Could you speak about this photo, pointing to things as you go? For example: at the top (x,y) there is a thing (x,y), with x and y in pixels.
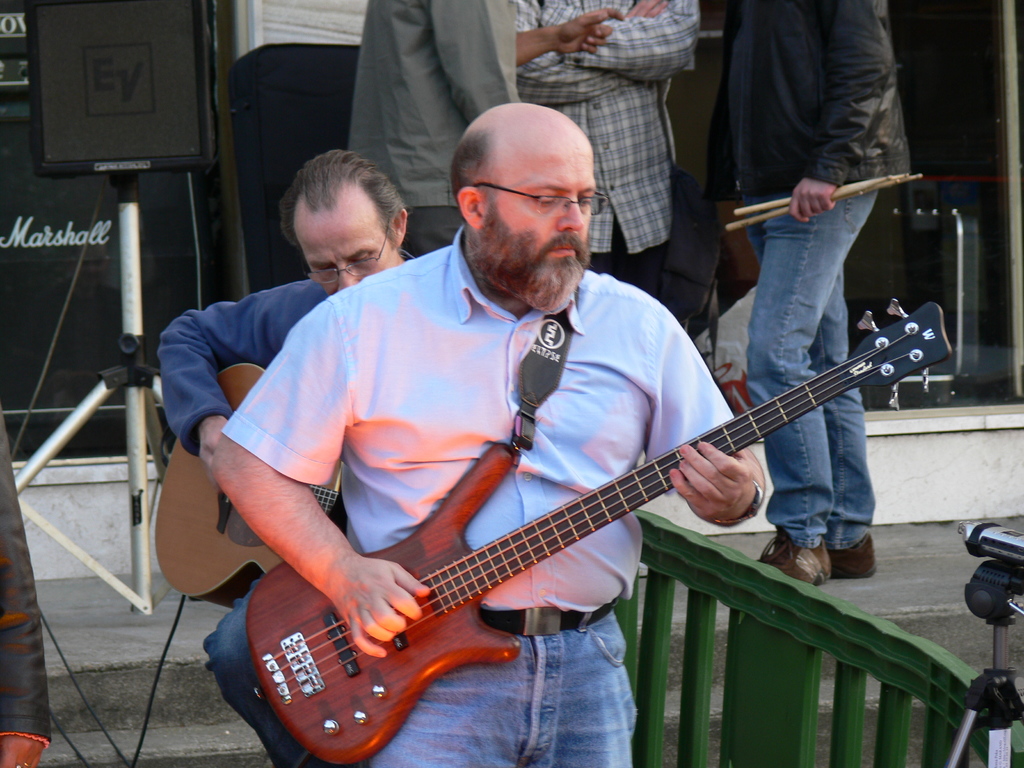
a person (429,401) is standing and playing guitar (457,601). behind him another person (264,344) is playing guitar (233,375). behind them there are 3 people (575,64) standing.
